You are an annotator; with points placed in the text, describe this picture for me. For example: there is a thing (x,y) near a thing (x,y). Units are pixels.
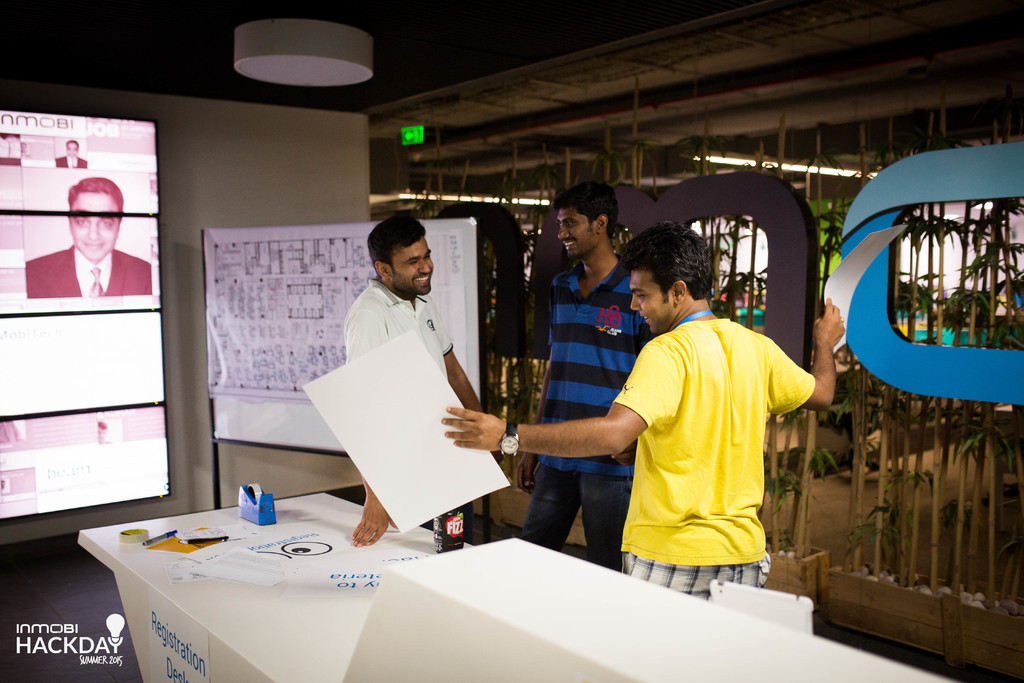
In this image three men (681,396) are standing. The man (733,415) who is on the right side (704,538) is wearing yellow color t-shirt (686,454) and holding a paper (409,409) in hand (467,417). The middle person (589,340) is wearing blue color t-shirt (579,333) and smiling. The man (395,333) who is on the left side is smiling and looking at the person (632,385) who is holding a paper (394,409) in hand (489,428). In front of this people (599,501) there is a table (411,592) on which a bottle (452,546) and few objects (252,558) are placed. On the left side of the image (113,352) there is a screen (123,328), beside that there a board (284,349).
